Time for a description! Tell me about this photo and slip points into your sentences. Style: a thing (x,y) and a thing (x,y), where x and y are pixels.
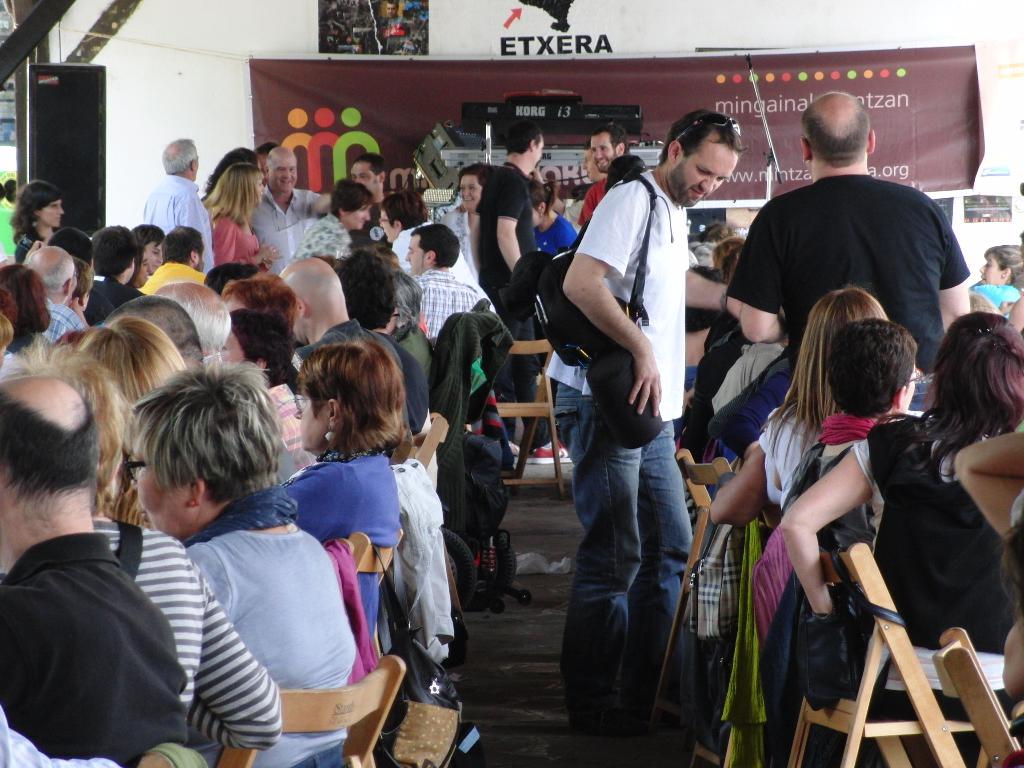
In this image there are group of people (66,247) standing and sitting on the chairs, and in the background (299,120) there is a banner (441,97), speaker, posters (550,44) attached to the wall (983,19).
